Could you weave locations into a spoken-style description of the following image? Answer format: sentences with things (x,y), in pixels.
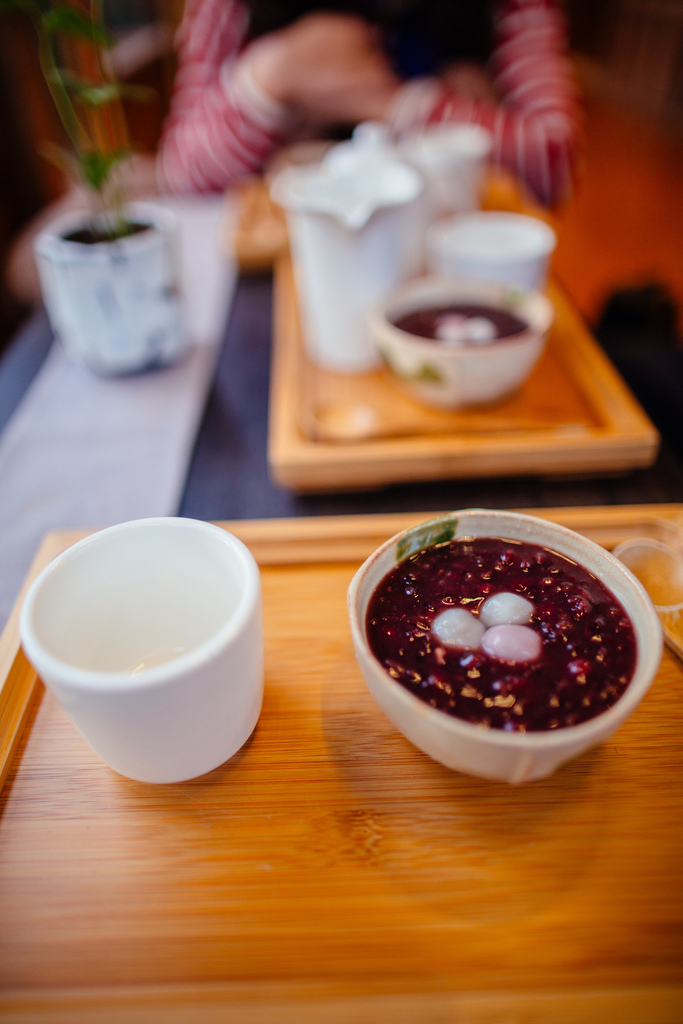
This image consists of a table (14,400) on which there are two trays (337,589) made up of wood (346,676). In which there are bowl (533,764) kept. In the back (424,31), there is a person (245,140) sitting.
